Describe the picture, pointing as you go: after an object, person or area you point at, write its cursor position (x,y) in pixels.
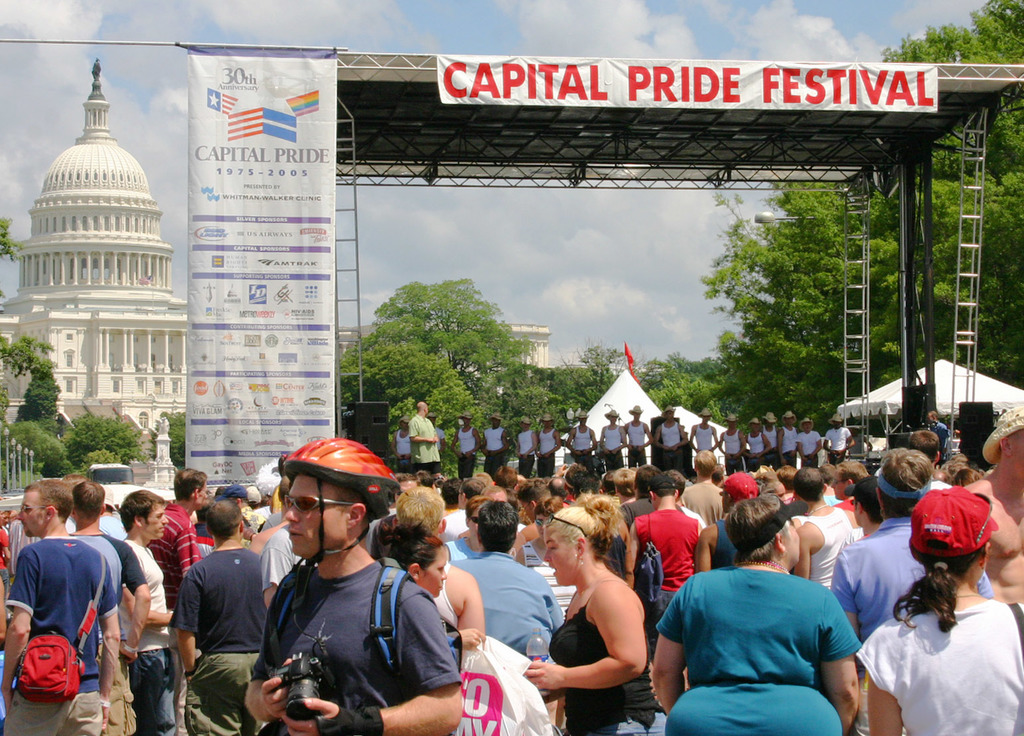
Here we can see crowd (836,516). There are banners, trees (507,343), plants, and a building (155,314). In the background (398,190) there is sky (181,1).
